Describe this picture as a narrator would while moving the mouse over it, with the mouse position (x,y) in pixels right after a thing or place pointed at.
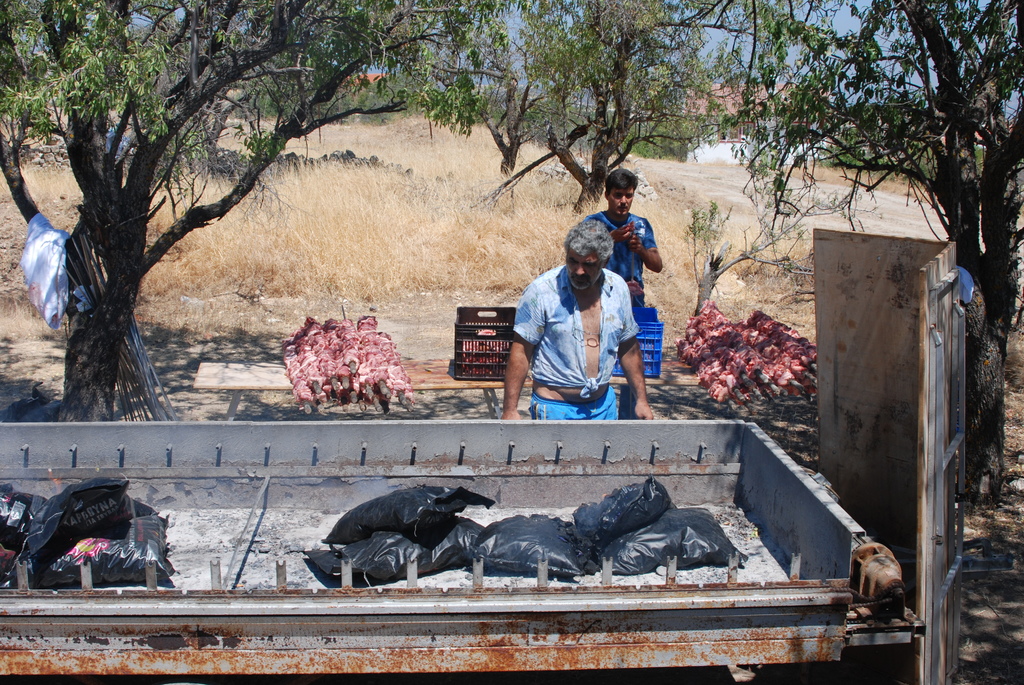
In this picture we can see black packets (692,538) kept in a metal container (408,624). Here we can see 2 people (569,411) standing on the ground (424,343) surrounded by trees (160,122) and grass (847,172). On the left side (333,360), we can see a wooden board (847,347), red meat (386,342) and plastic boxes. In the background (365,72), we can see houses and blue sky (895,75).
